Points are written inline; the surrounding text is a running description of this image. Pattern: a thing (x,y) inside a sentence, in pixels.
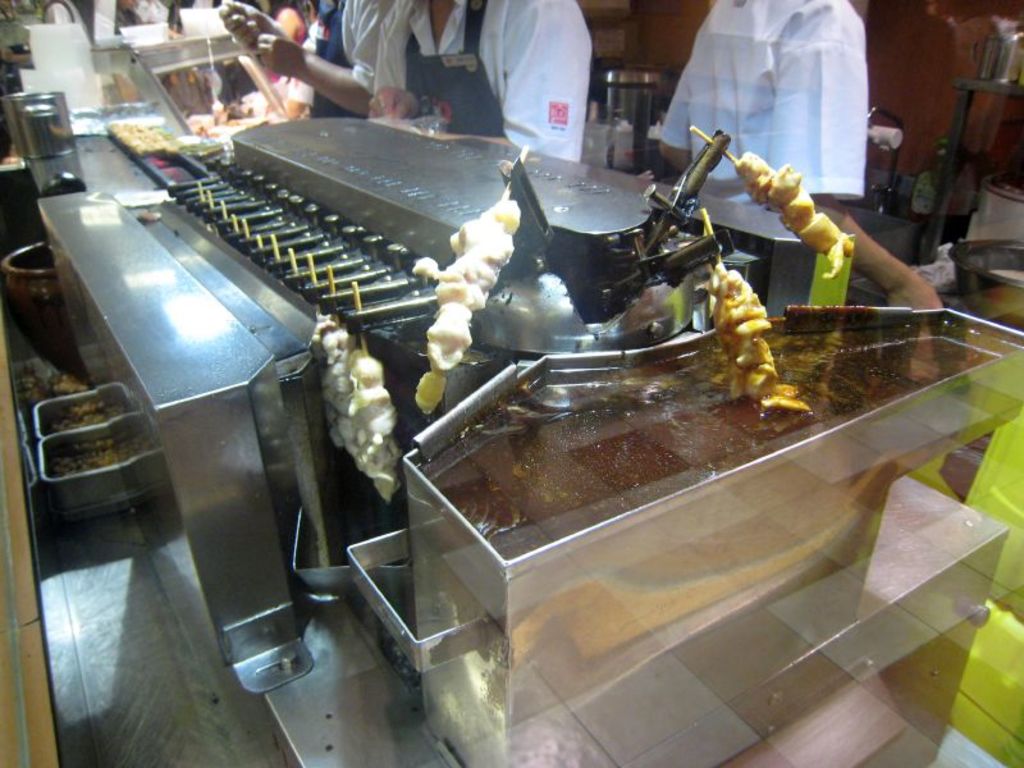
In this image there are grill machines (489,189). There is food (743,170) to the sticks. Beside the machines (437,209) there are a few people (587,55) standing. To the left (80,464) there are vessels (72,344) on the counter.
